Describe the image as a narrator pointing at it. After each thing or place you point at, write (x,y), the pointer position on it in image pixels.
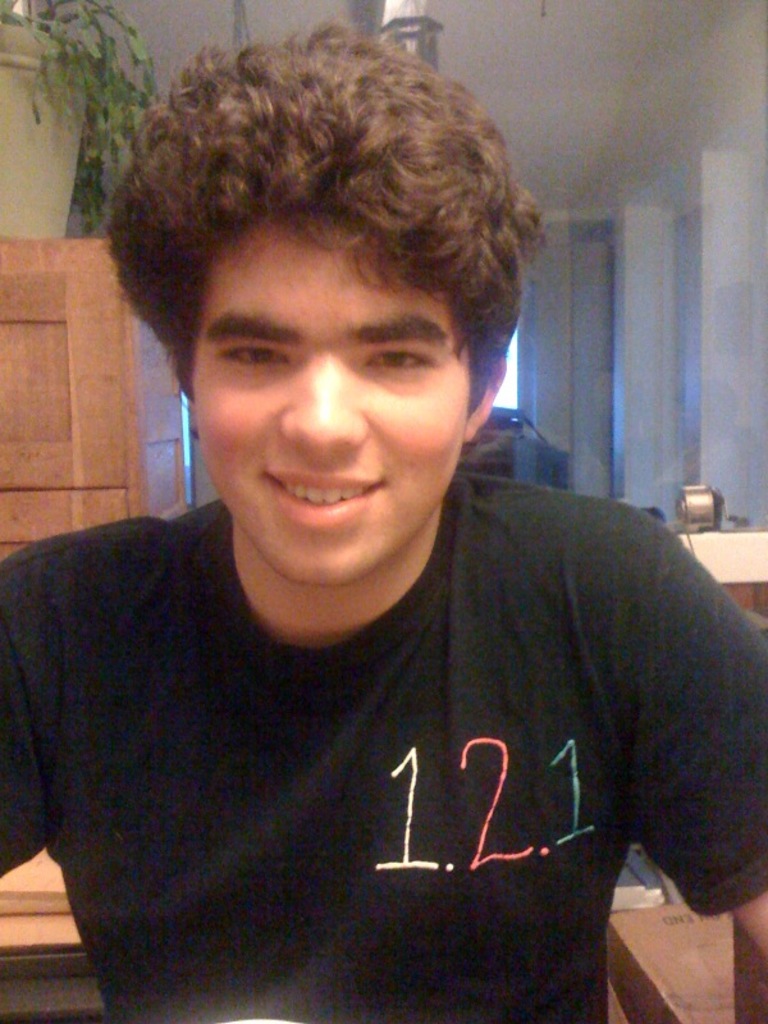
In the image there is a man (477,725) and behind him there is some wooden object (46,258), on that there is a pot plant (80,75), on the right side (649,158) there is a wall (638,263).
